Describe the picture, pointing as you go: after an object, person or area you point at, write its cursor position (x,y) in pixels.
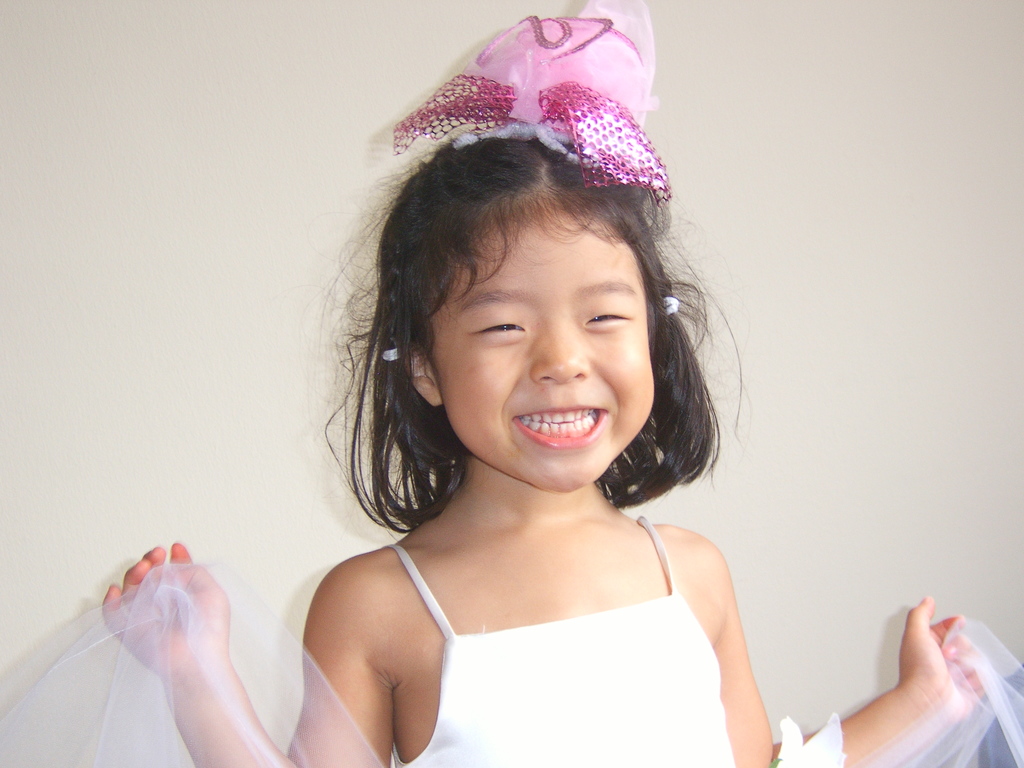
In the center of the image (376,304) there is a girl (731,616). In the background of the image (821,273) there is a wall (293,154).
